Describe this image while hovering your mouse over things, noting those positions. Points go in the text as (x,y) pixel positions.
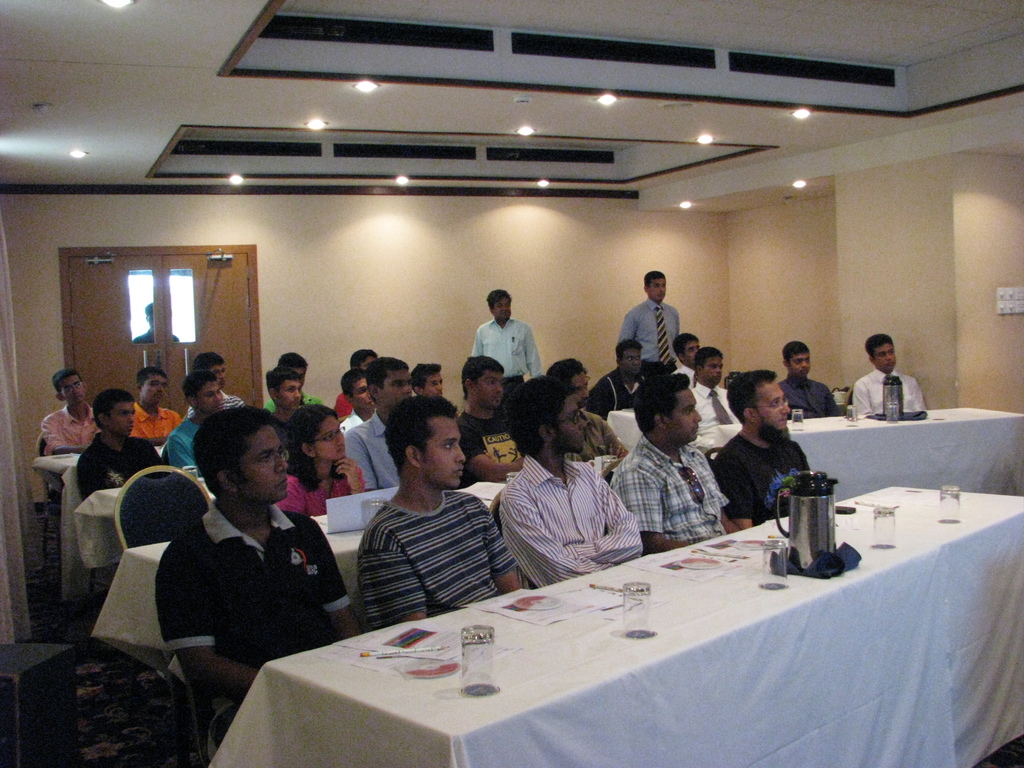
This picture shows a group of people (357,410) seated on the chairs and we see few glasses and papers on the table (996,535) and we see two men (646,343) standing on the back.
